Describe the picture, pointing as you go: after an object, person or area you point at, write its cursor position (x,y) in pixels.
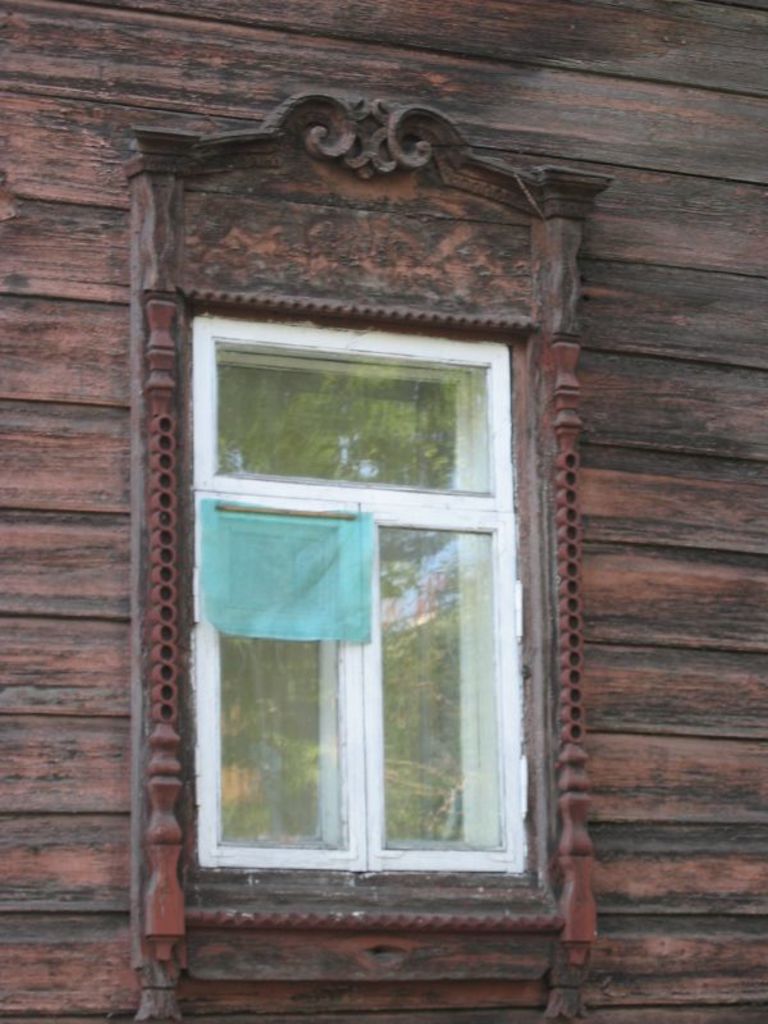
In this picture we can see a wall (662,469), there is a glass window (450,642) here.
